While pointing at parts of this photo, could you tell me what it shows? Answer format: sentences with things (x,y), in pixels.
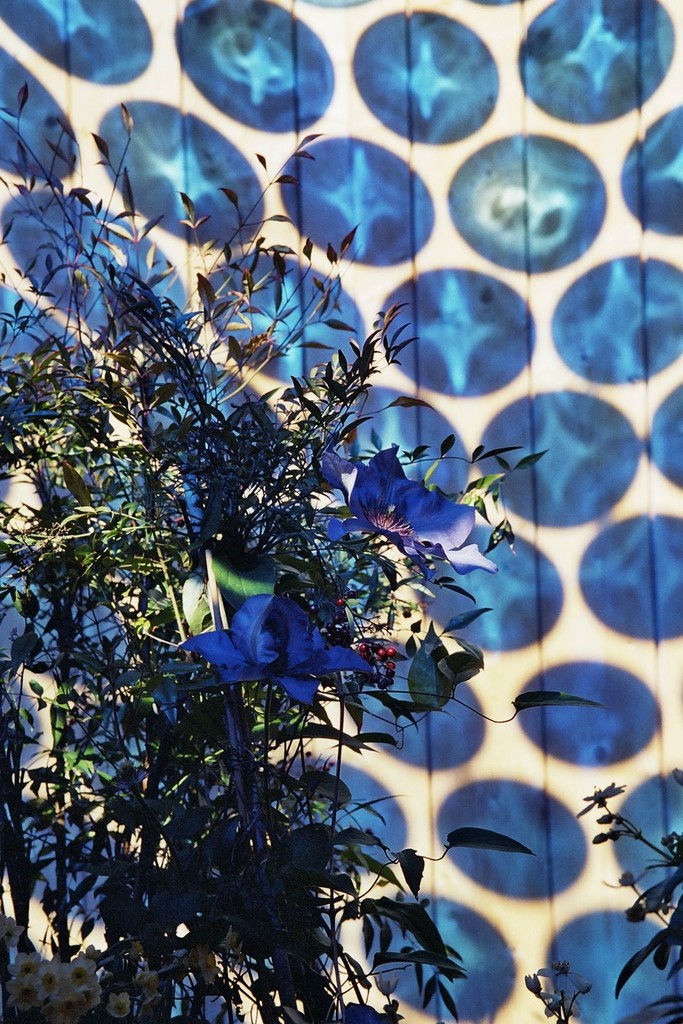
In this image in the front (174,573) there are plants (199,562). In the background (238,124) there is an object (486,334) which is white and blue in colour.
